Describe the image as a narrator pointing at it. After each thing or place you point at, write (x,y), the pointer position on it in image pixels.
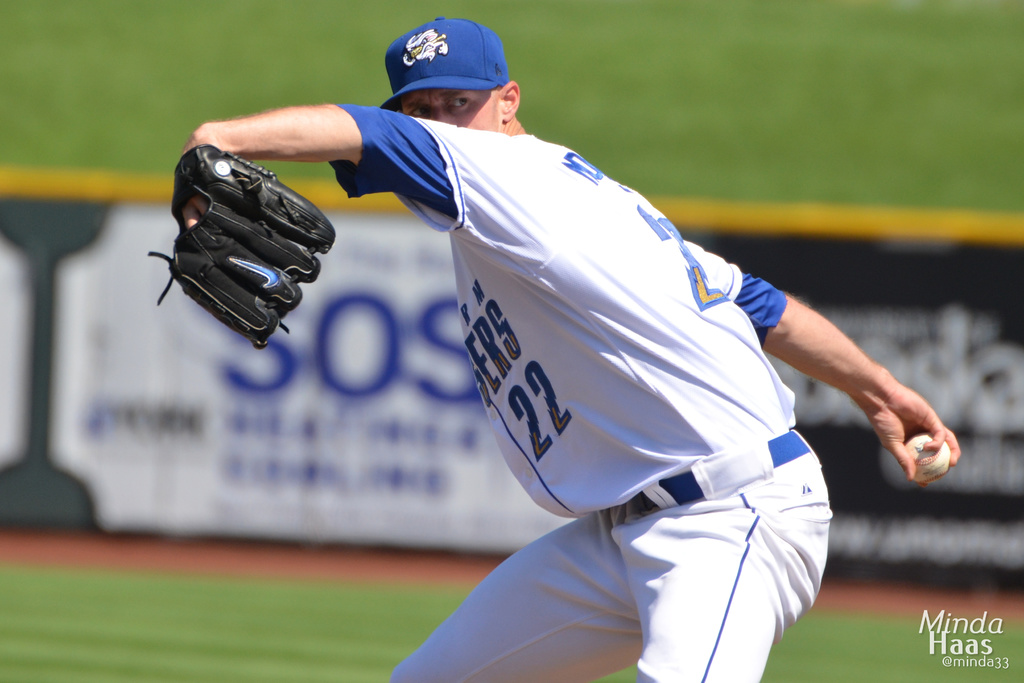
In this image I can see a person (607,313) wearing white and blue colored jersey (574,287) and black colored glove (232,253) is standing and holding a ball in his hand (934,430). In the background (918,168) I can see some grass (794,62) on the ground (756,72) and few boards (280,367) which are black and white in color.
